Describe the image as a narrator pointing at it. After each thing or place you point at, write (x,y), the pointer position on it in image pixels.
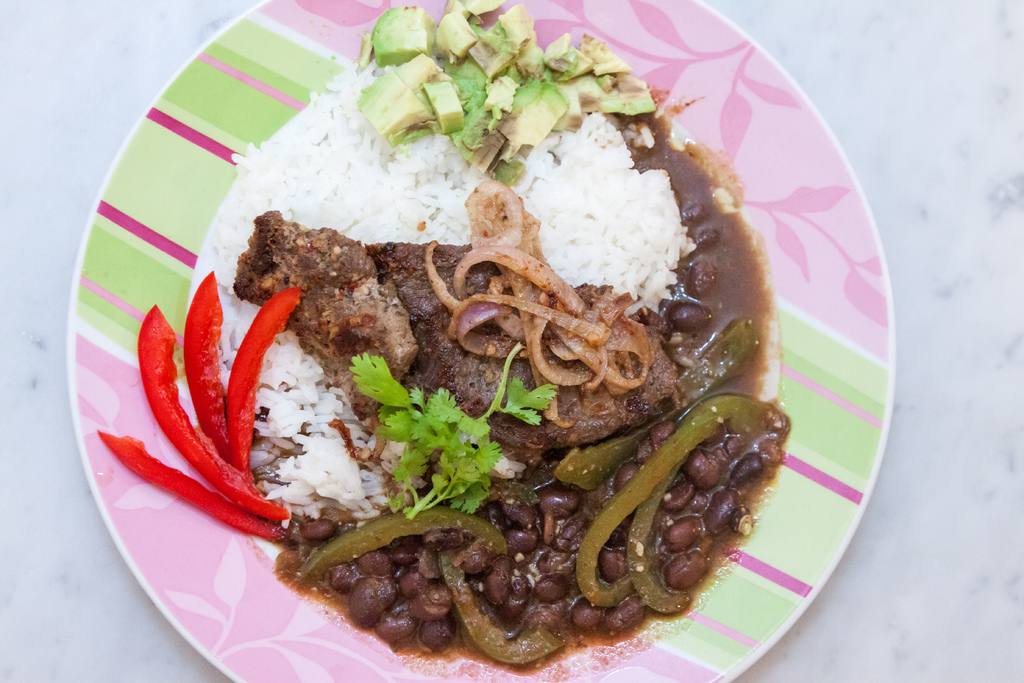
In this picture there are few eatables (455,290) placed in a plate (150,533).
